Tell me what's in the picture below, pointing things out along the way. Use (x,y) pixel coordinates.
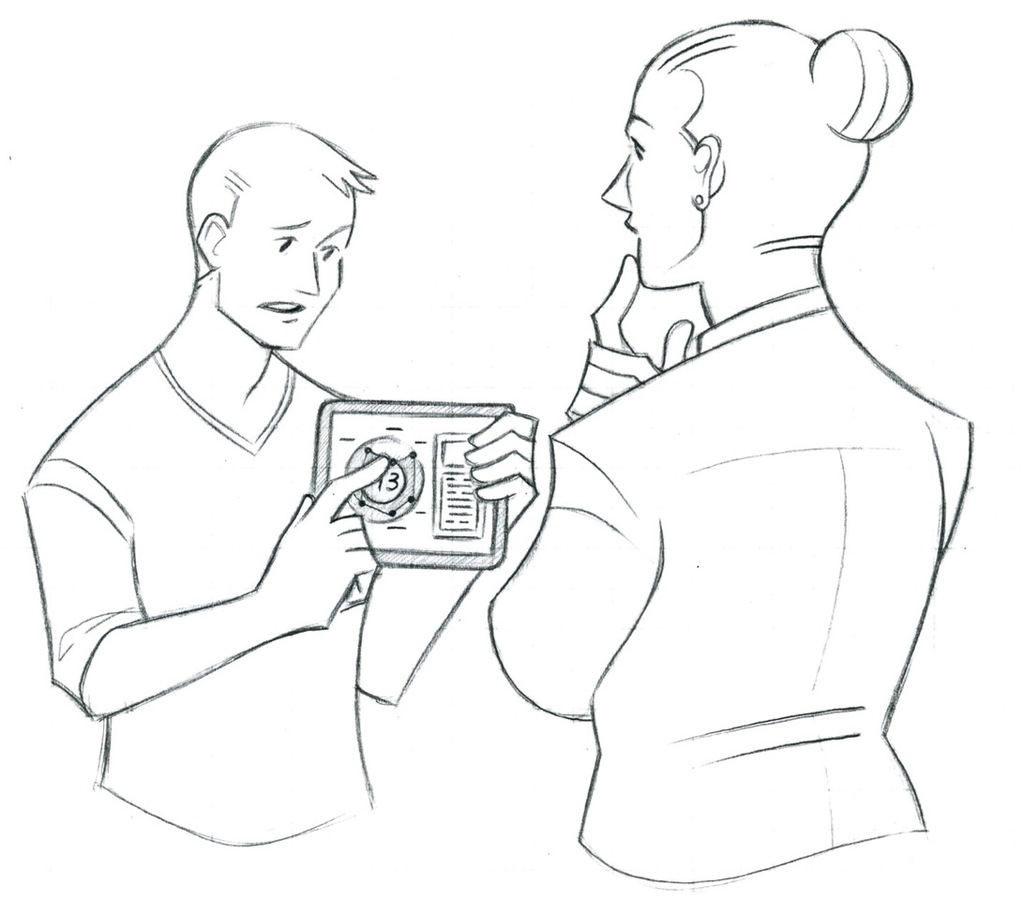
This is the drawing of a man (142,459) and woman (705,384). And the man (267,348) is holding something (434,514) in his hand (469,461).
